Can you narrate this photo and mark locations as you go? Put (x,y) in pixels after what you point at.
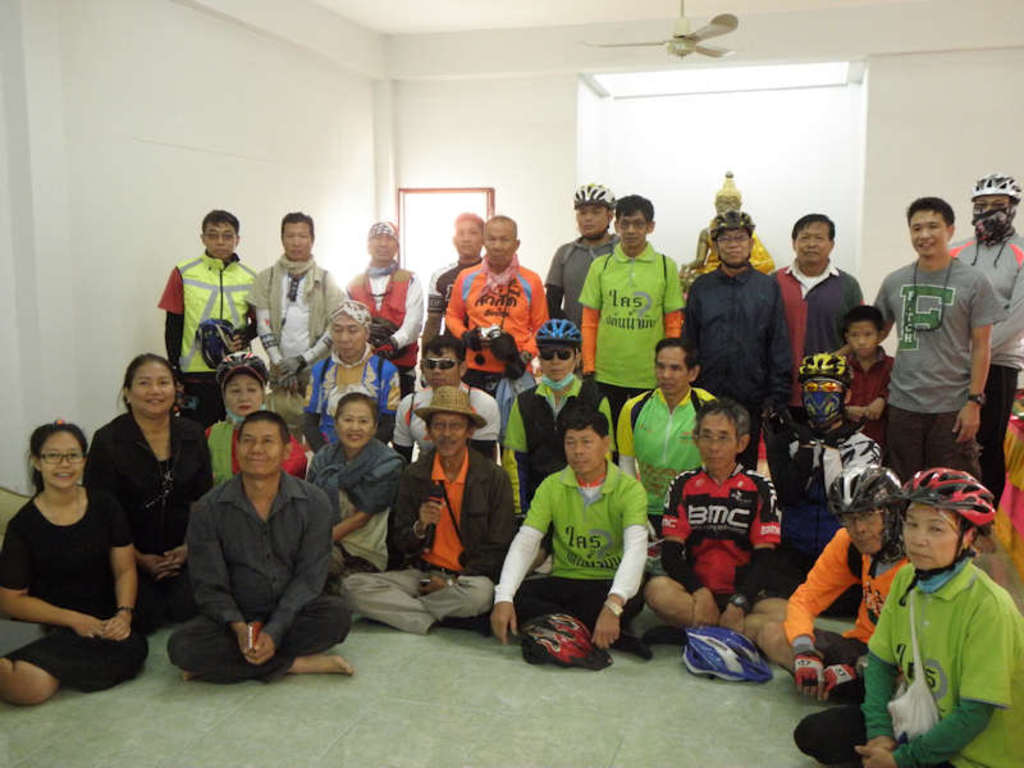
This is the picture of a room (684,219). In this image there are group of people (424,563) sitting and there are group of people (708,316) standing and there is a statue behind the people (606,341). At the top (689,47) there is a fan (672,40) and there is a light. At the back (417,233) it looks like a door (415,188). At the bottom (523,749) there is a floor (571,716).
